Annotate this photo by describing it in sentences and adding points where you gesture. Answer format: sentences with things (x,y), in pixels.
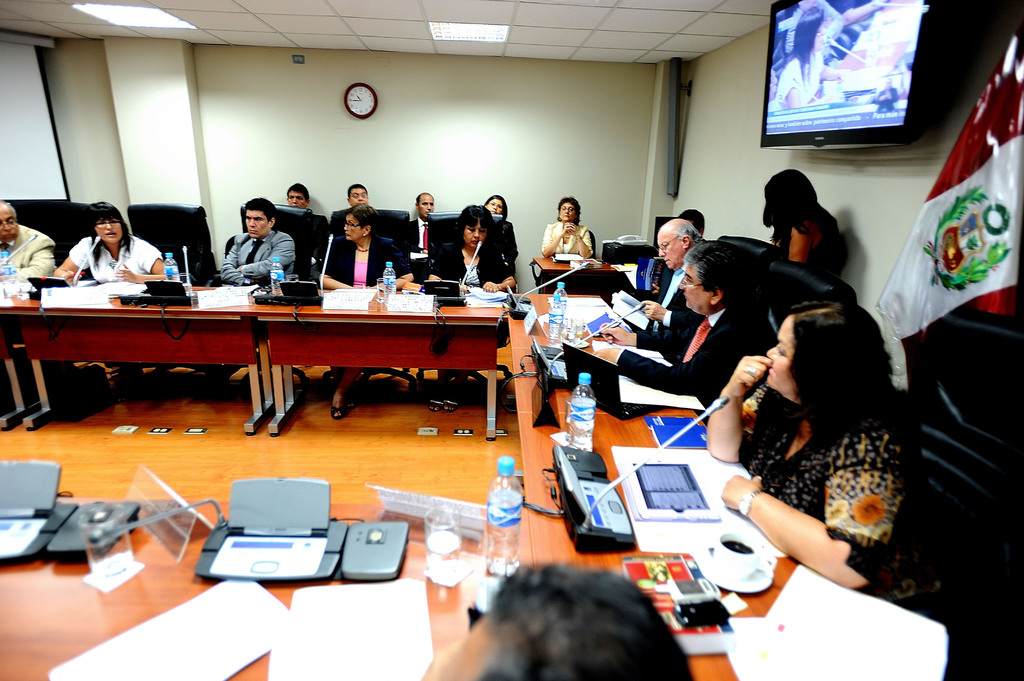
There are many people (131,233) sitting on chairs (755,271). In front of them there are tables (530,521). On the tables (547,461) there are bottles (508,459), mics (600,491), cup (747,568) with saucer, name boards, few electronics devices (293,526) and many other items (441,539). On the ceiling (126,32) there are lights (464,22). In the back (313,84) there is a wall (400,117) with a clock (360,100). On the right side (731,169) there is a wall (825,151) with a television (874,72). Also there is a flag (980,205).
